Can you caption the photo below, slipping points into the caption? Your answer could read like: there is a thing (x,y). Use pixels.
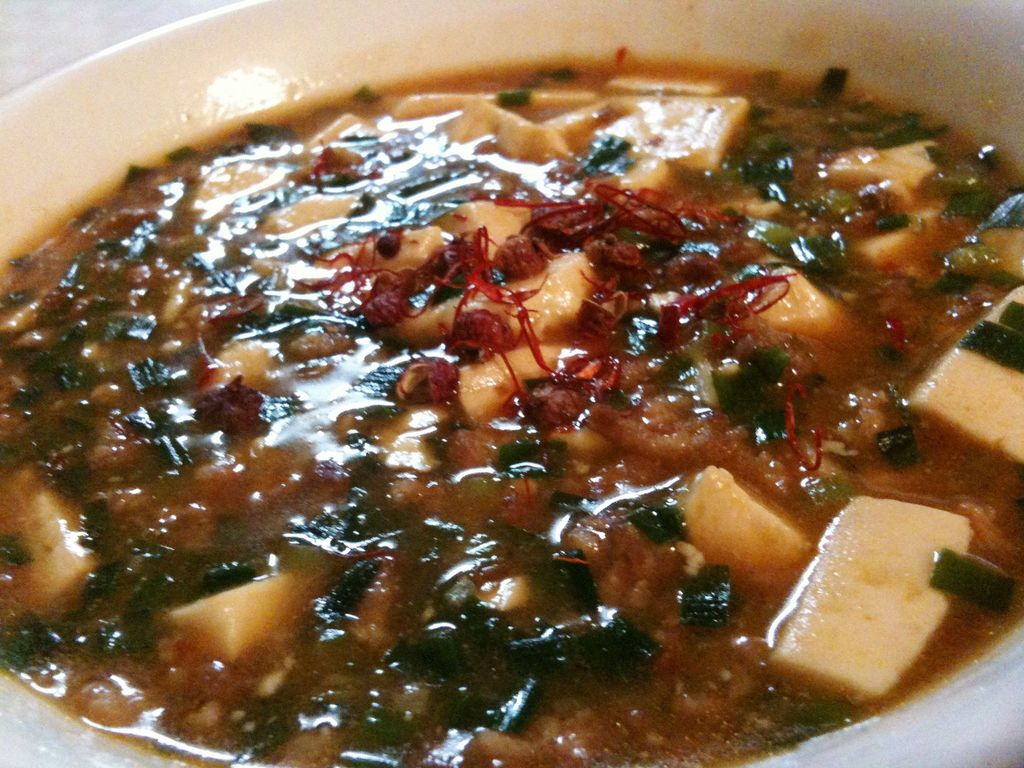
In this image we can see some food (617,357) in the bowl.
